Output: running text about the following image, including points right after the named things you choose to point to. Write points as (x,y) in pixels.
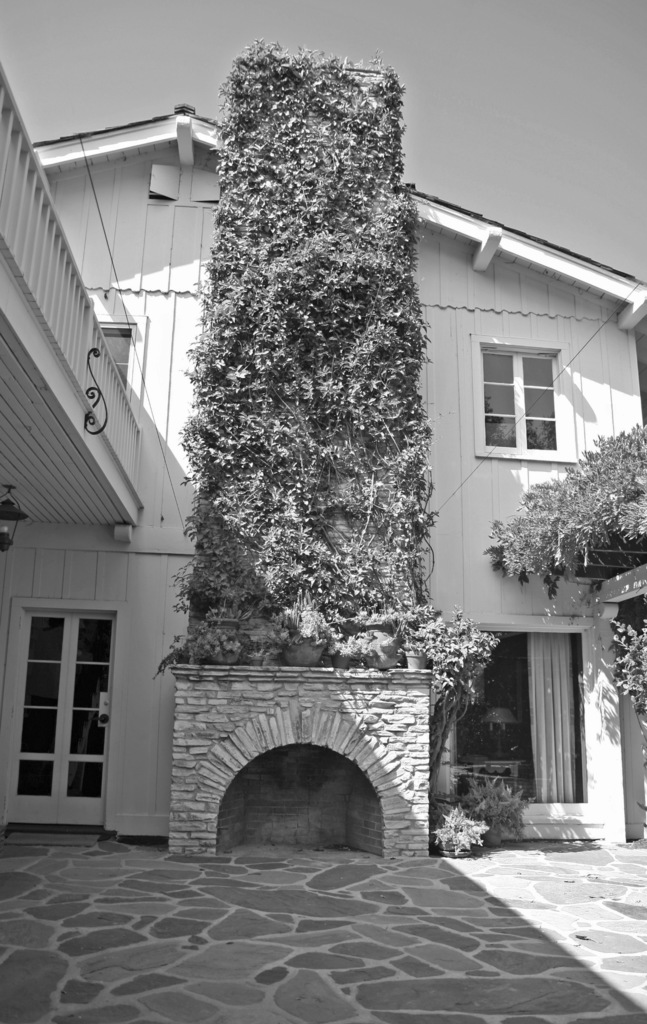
In this image we can see a building (593,354), in front of the building (586,362) there is a wall (416,546) with creeper plants (416,546) and there is a structure (307,705) looks like an arch (309,715), on the arch (374,670) there are few potted plants (395,645) and the sky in the background (480,79).
